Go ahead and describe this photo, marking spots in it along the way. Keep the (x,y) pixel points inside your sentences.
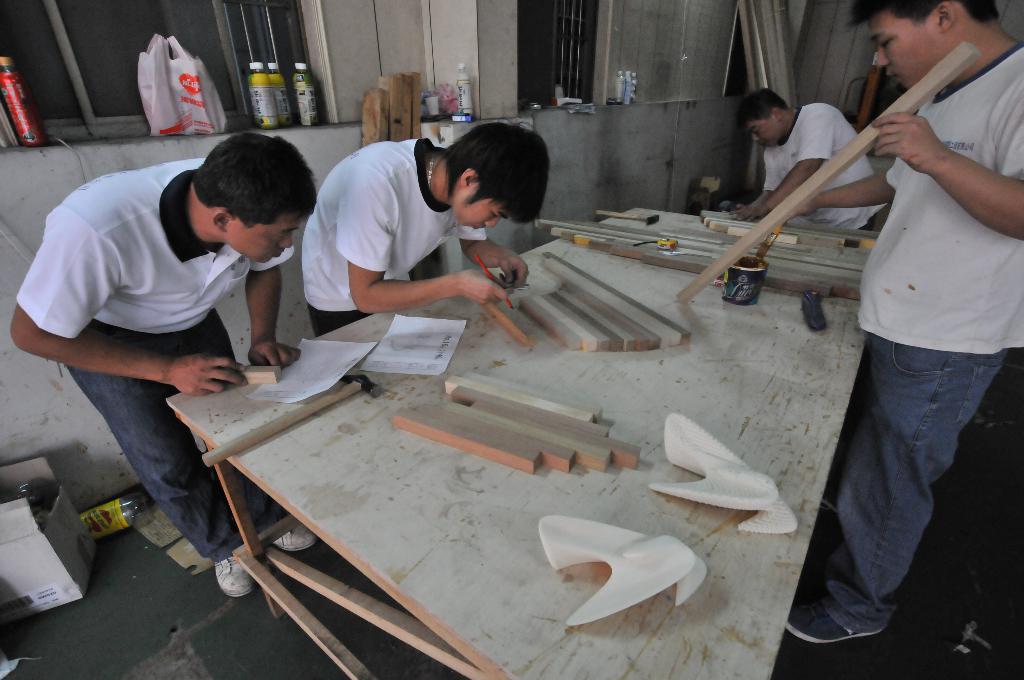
In the image there are total four people (289,196) wearing white color t-shirt (398,211) and working with the wood (452,429), in front of them there is a table (654,463) on which the wooden bars (742,229) placed in the background (625,186) there is a white color wall (123,156) and also a window (247,33) where beside the window (296,21) there are some bottles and the cover (211,128) is placed.
